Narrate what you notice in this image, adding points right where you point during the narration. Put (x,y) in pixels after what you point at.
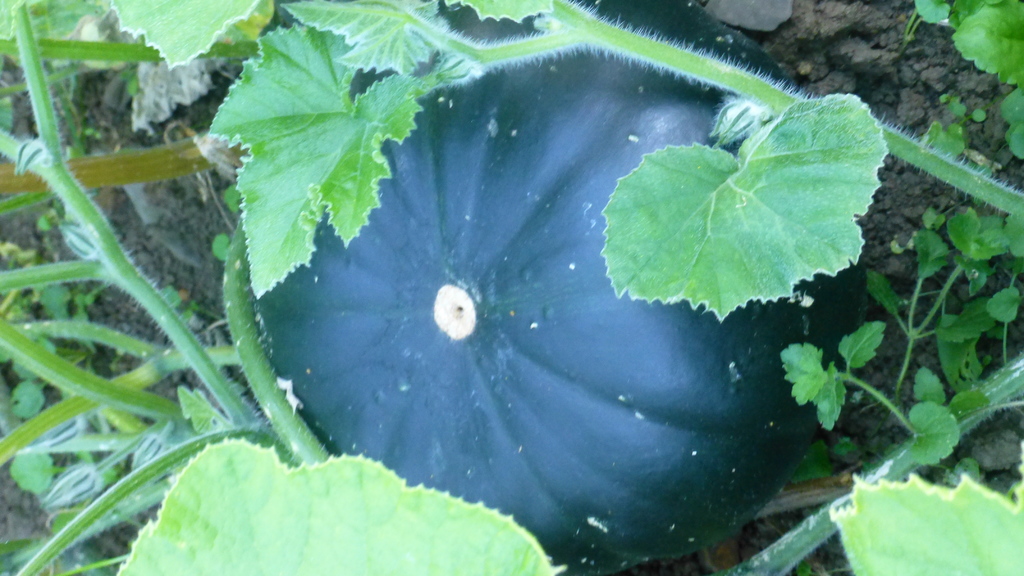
In the center of the image (574,318) we can see plants (805,474) and pumpkin (530,325), which is in green color.
